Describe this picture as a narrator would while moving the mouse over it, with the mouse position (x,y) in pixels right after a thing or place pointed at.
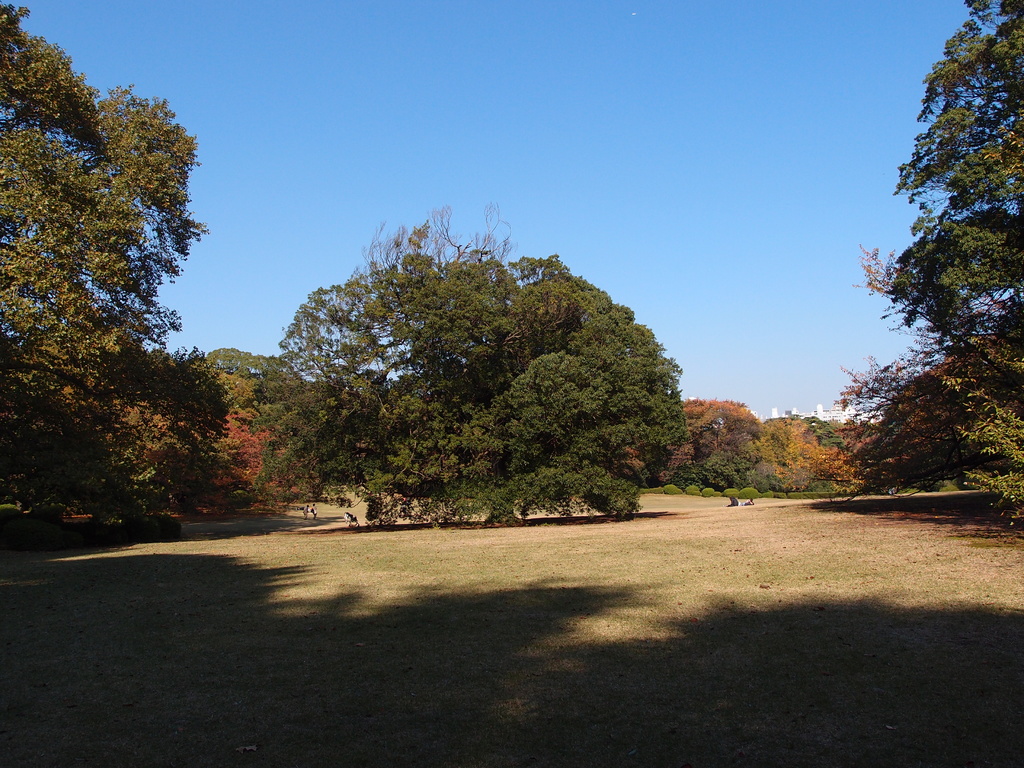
In this image we can see a plain ground (144,666) and in the middle of the image (552,507) there is a tree (583,507) and some other trees (4,138) are on the left side (4,138) and on the right side (1005,337). The background (648,150) is the sky (650,165).
